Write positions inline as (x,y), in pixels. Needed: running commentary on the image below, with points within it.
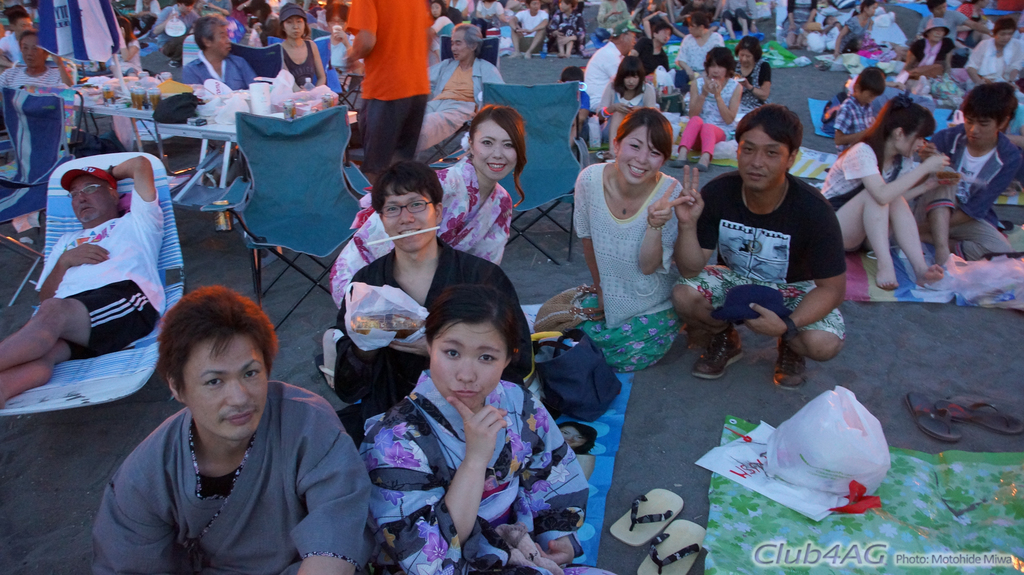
This picture is clicked outside. On the left (289,37) we can see the group people (470,86) sitting on the chairs (323,172) and we can see a person (371,41) standing on the ground (349,159) and there is a table (202,140) on the top of which glasses of drinks (135,101) and many other items (204,105) are placed and we can see the group of people (944,193) sitting on the ground (912,386) and we can see a person (789,203) wearing t-shirt (786,246), holding an object (741,298) and squatting on the ground (904,403) and we can see a bag (834,454), cloth (786,512) and some objects (949,427) are placed on the ground (977,442). In the background (57,12) we can see the text (65,11) on the banner (104,16) and we can see many other objects (112,16). In the bottom right corner (802,552) we can see the watermark (921,553) on the image.
